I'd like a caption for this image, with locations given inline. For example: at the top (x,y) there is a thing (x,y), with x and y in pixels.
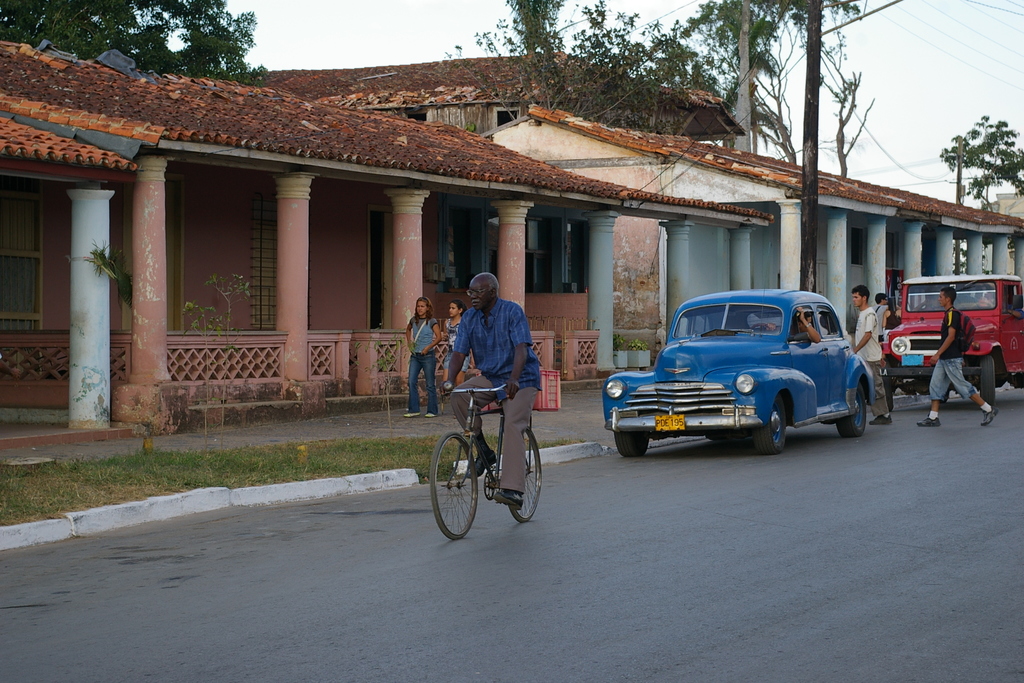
In this image there are group of persons (504,375) the man (507,342) at the middle of the image (486,376) riding a bicycle (470,425) and two lady persons (432,315) walking through the side walk (435,425) and at the right side of the image (882,355) two boys (867,360) crossing the road (903,420) and at the left side of the image (147,177) there is a building (355,187) and trees (242,69) and there is a blue color car (851,394) and red color vehicle (929,353) on the road (572,565).
